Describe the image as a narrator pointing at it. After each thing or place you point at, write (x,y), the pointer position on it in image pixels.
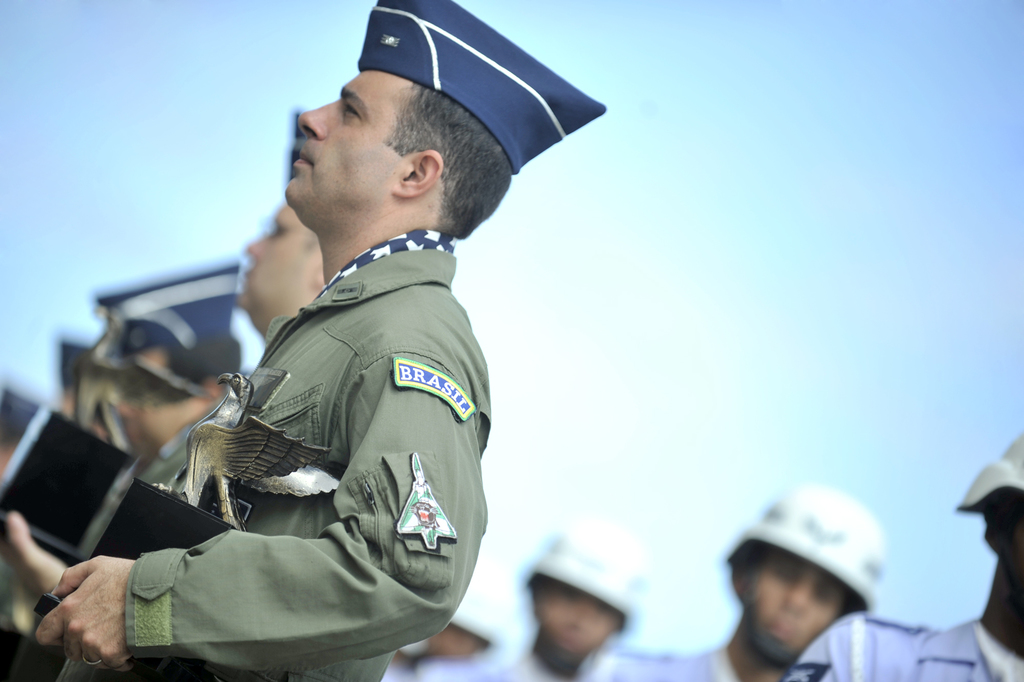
On the left side (295,546), there is a person (433,236) in a uniform (427,277), holding a memento (308,452), wearing a navy blue color cap (503,84) and standing. On the right side (757,568), there are persons (804,582) in uniforms (854,671), wearing white color helmets (1023,462) and standing. In the background (217,352), there are other persons (198,359).
